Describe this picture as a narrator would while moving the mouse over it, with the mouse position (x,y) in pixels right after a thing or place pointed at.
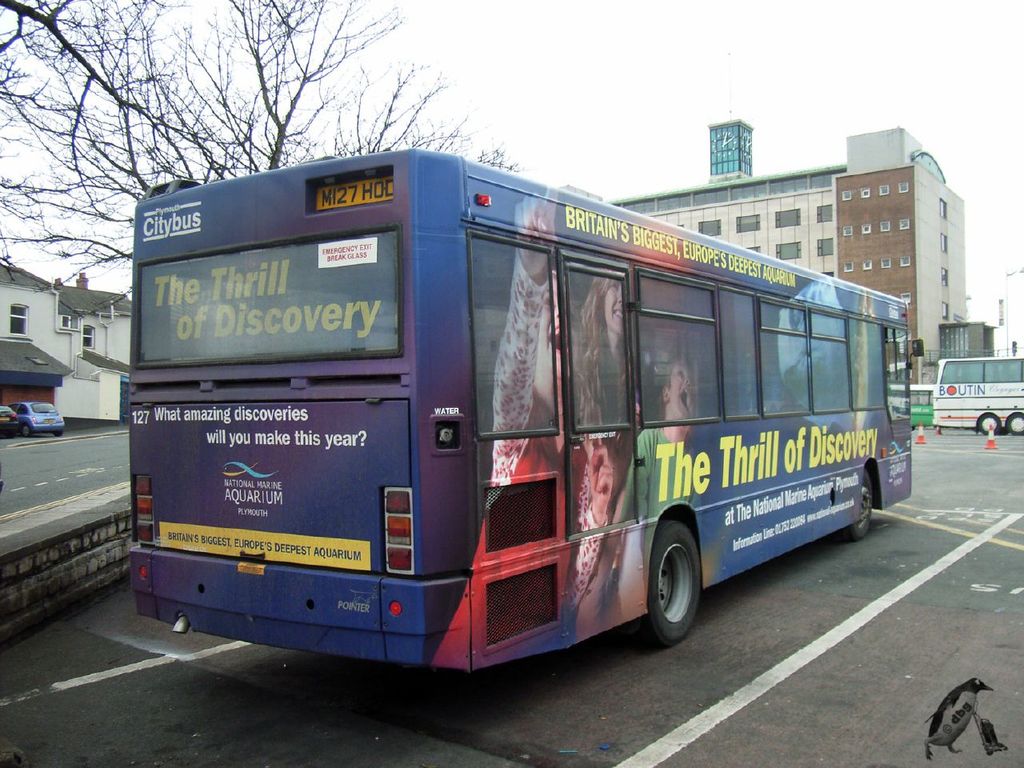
This bus (471,233) is in blue color and there is some advertisement (593,371) on this bus (552,400). It has number plate (345,193) and wheels (671,565). In-front of this bus (824,339) there is a building (832,204), which is in cream and brown color. In this building (834,211) there is a window (792,213). The vehicles (959,403) are travelling on a road (910,576). The road (903,599) is in ash color. This is a house (53,345) with a window (15,318), with a ash roof top (105,303). The walls (36,304) in white color. In-front of this house (46,345) 2 vehicles (37,414) are in parking. Beside this bus (369,269) there is bare tree (280,101). Sky (793,66) is in white color.
